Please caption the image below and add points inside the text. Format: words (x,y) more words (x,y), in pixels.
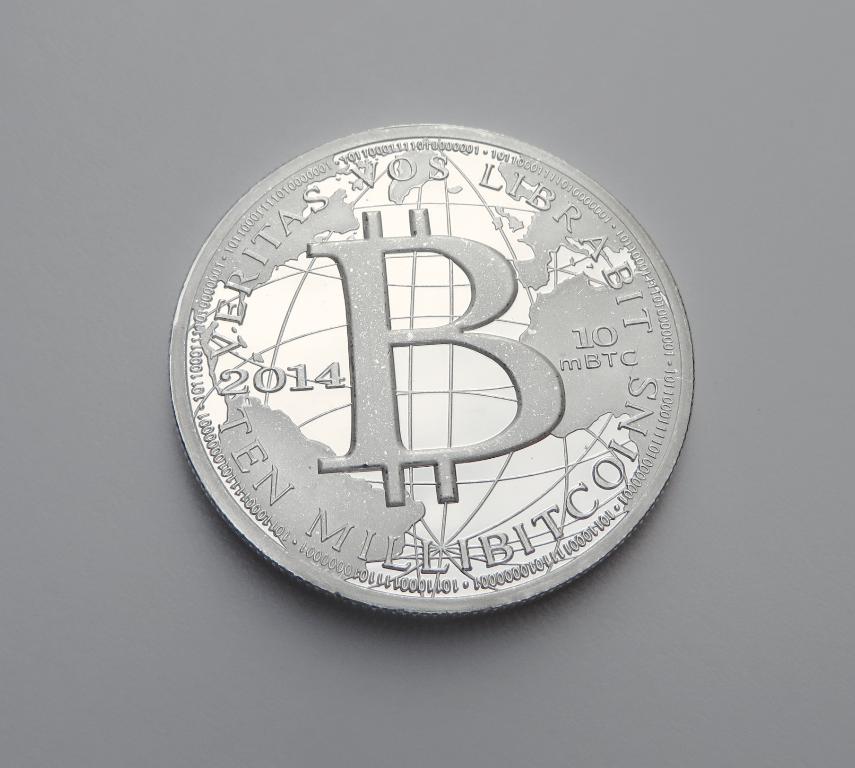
In this image we can see a coin (418,401) on the surface (149,298).
